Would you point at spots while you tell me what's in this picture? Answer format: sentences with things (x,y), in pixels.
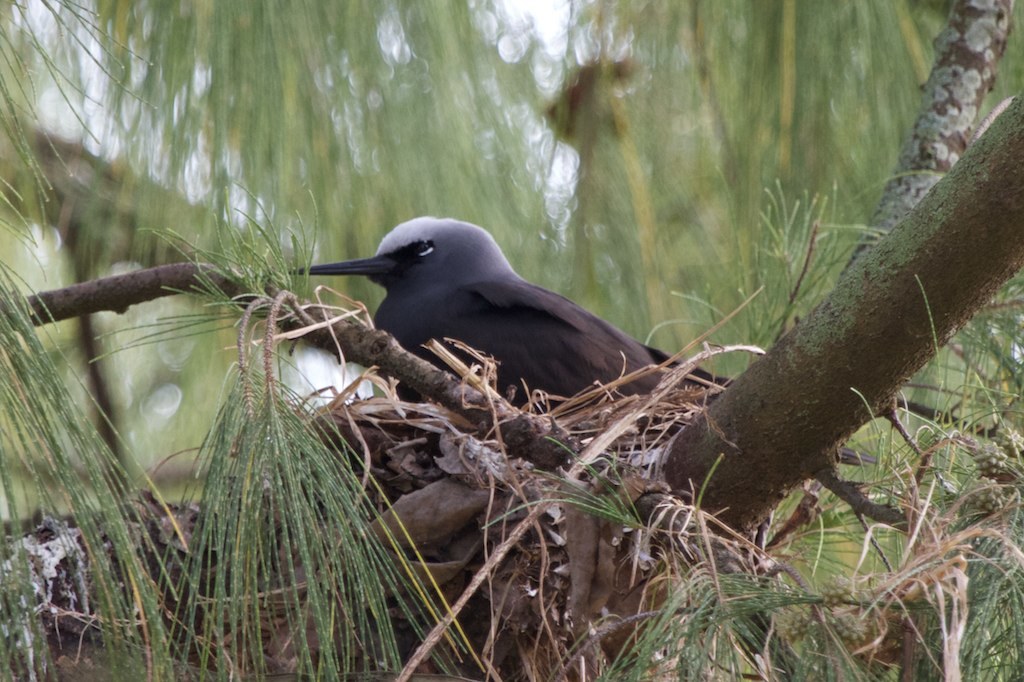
In this image, we can see a bird (521,315) in the nest (632,490). In the background (675,70), image is blurred.
